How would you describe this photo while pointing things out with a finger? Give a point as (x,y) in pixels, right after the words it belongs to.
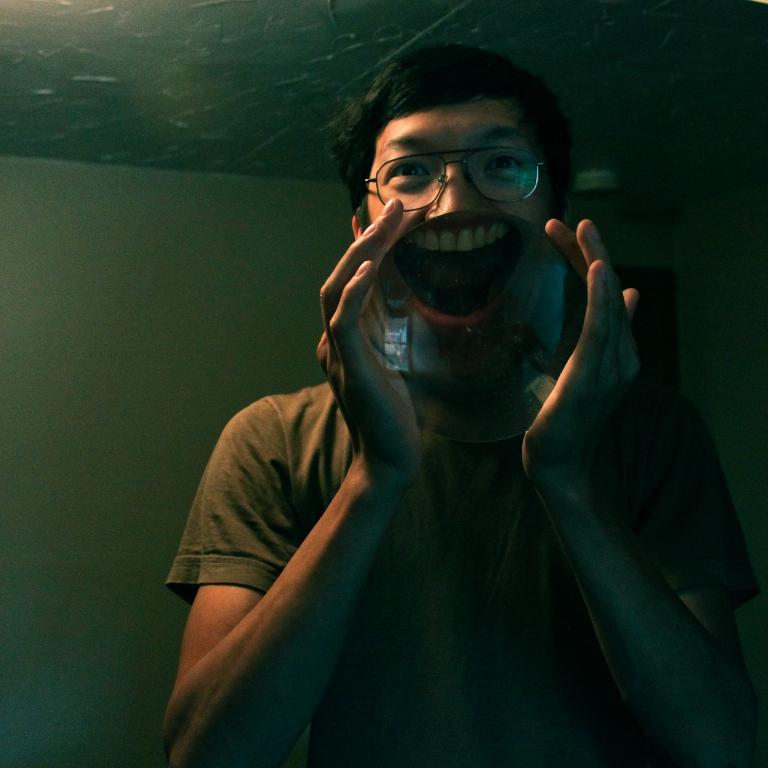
In the front of the image (519,294) I can see a person (573,613) is holding a lens (377,323). In the background of the image (723,186) I can see a roof (717,154), wall (308,185) and door (647,318).
